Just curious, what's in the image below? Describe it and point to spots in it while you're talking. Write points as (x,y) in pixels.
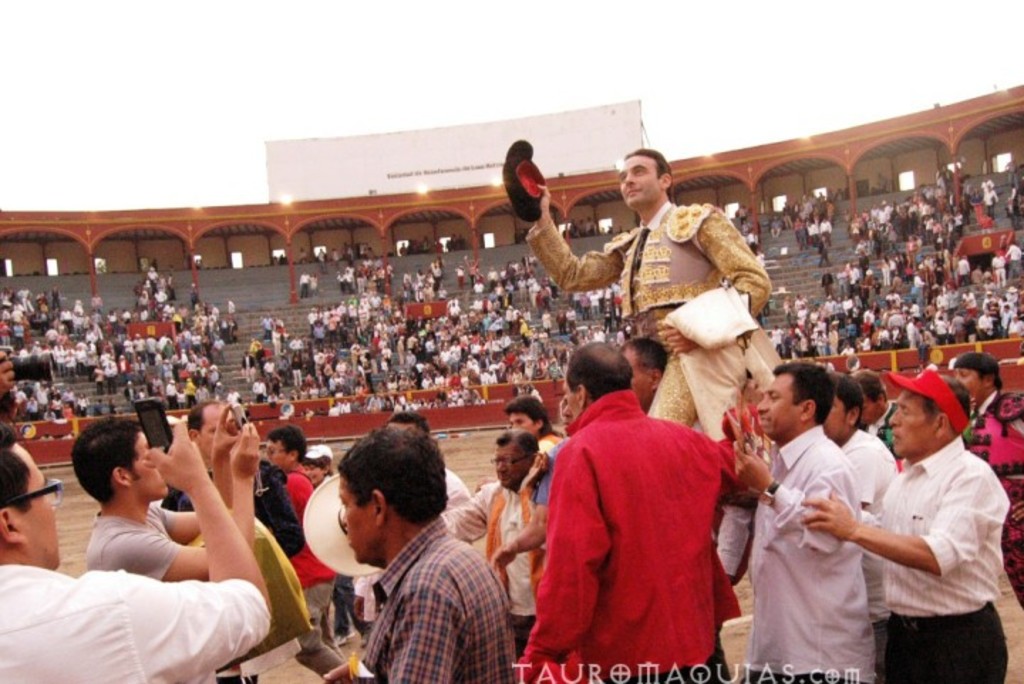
In this picture we can see there are groups of people (582,406) and a bullfighter (644,320). There are two persons (46,502) holding the mobiles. Behind the people (639,240), there are pillars (567,201), lights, hoarding (405,146) and the sky (450,49). On the image, there is a watermark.
